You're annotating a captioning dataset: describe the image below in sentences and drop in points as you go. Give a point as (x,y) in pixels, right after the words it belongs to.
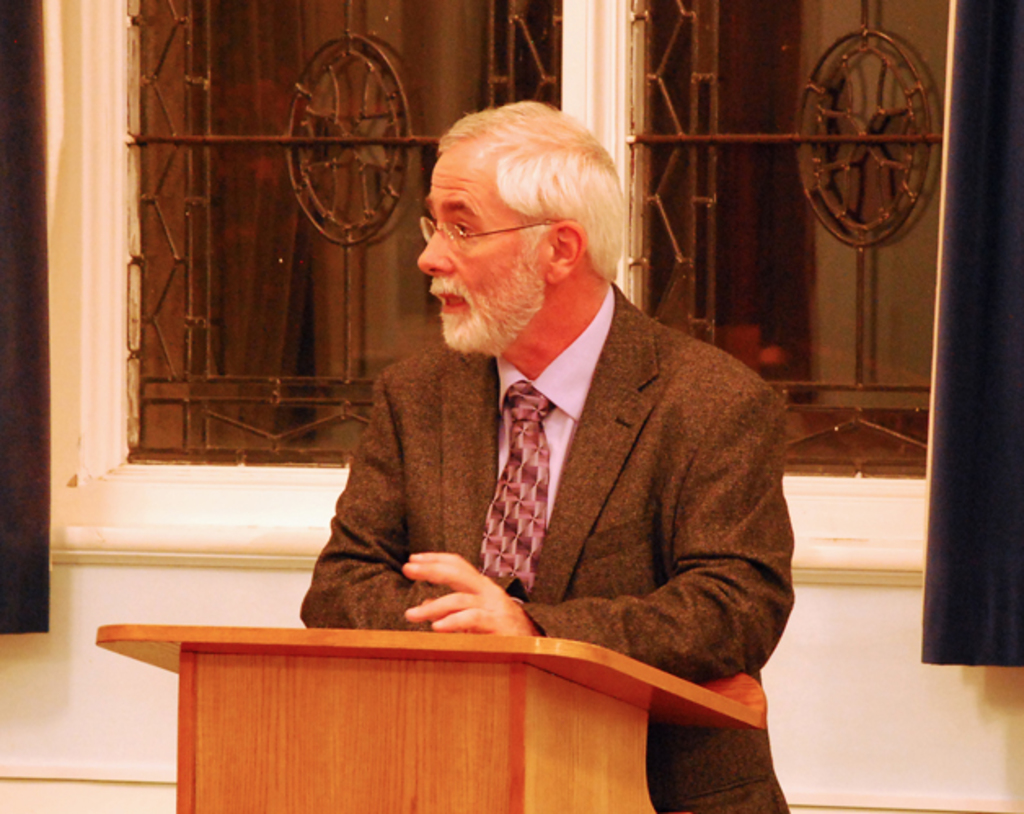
In the center of the image (453,322) there is a man (425,484) standing there is a podium (481,724) before him. He is wearing glasses (471,236) behind him there is a window (649,97) and a curtain (943,279).
